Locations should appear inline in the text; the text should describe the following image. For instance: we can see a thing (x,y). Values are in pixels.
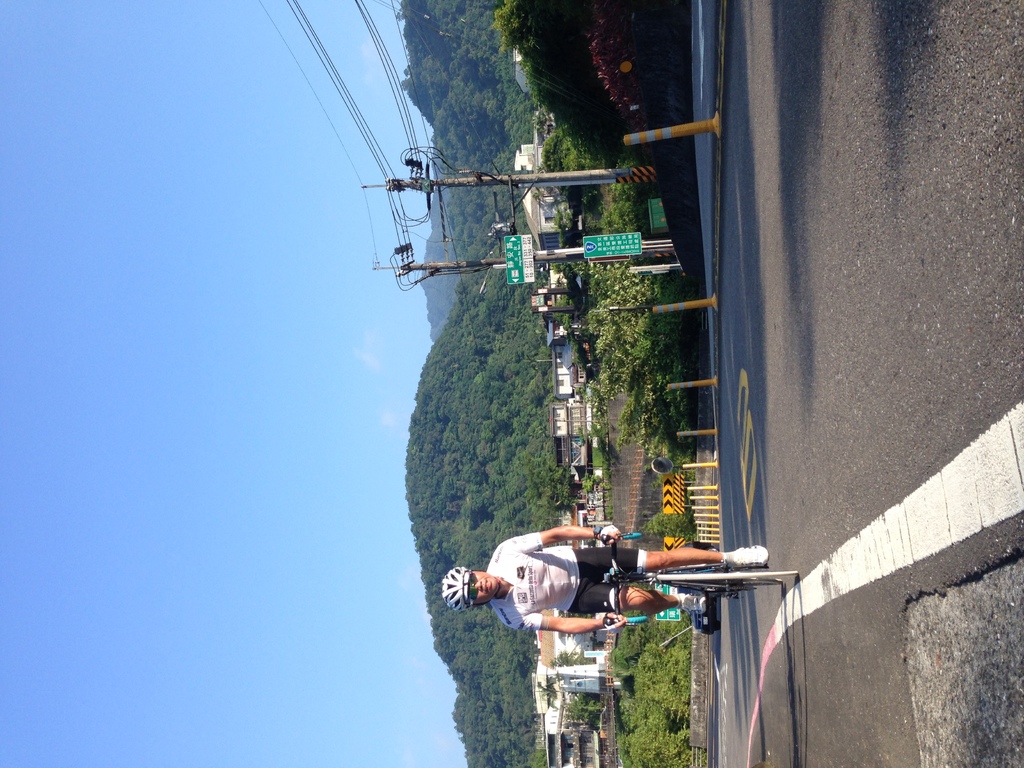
In this picture we can see a person (529,619) riding a bicycle (638,576) on the road (842,569), poles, signboards (522,242), buildings (574,674), mountains (455,44) and in the background (270,513) we can see the sky (232,425).
